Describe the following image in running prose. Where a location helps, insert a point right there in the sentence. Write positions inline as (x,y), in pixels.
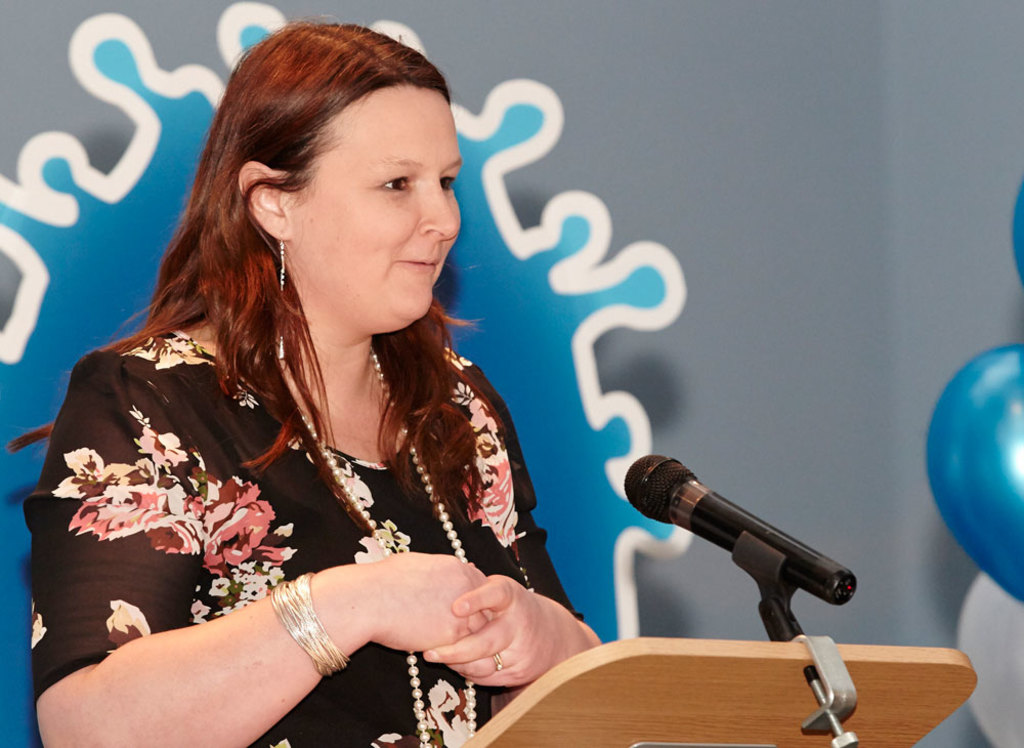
In this image there is one woman (323,399) standing, and in front of her there is one board (659,691) and mike (659,503), and it seems that she is talking. And on the right side of the image (983,533) there are some balloons (984,494), and in the background (155,128) there is one board (559,221) and wall (561,40).
